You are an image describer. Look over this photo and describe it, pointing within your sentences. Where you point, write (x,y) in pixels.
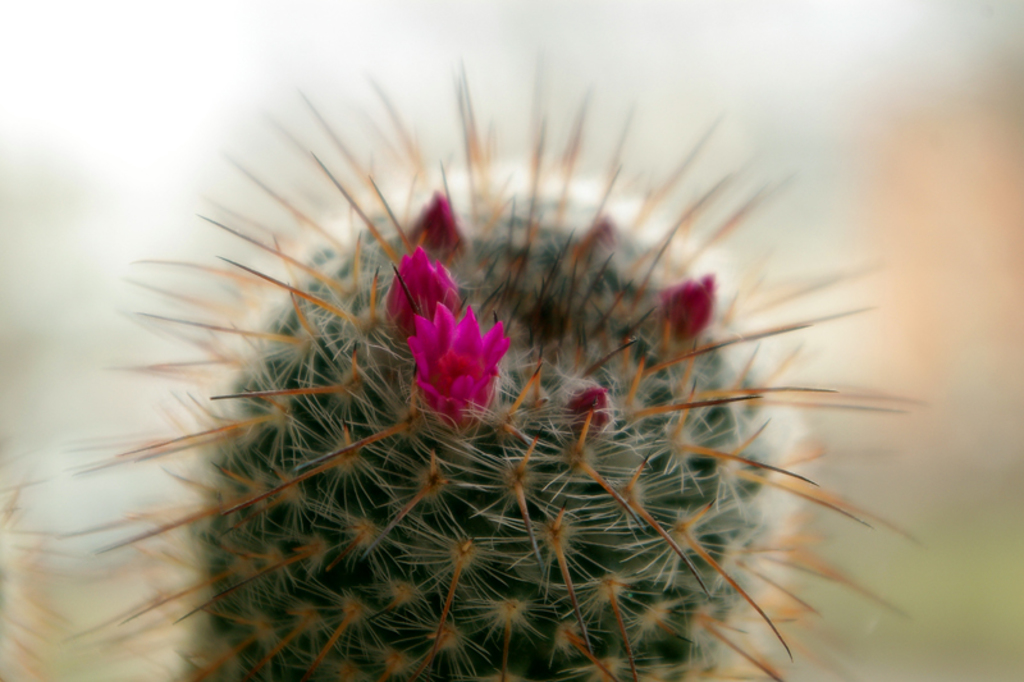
In the foreground of this image (652,468), there is a desert plant (468,575) and to it, there is a flower (462,355) and few buds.
